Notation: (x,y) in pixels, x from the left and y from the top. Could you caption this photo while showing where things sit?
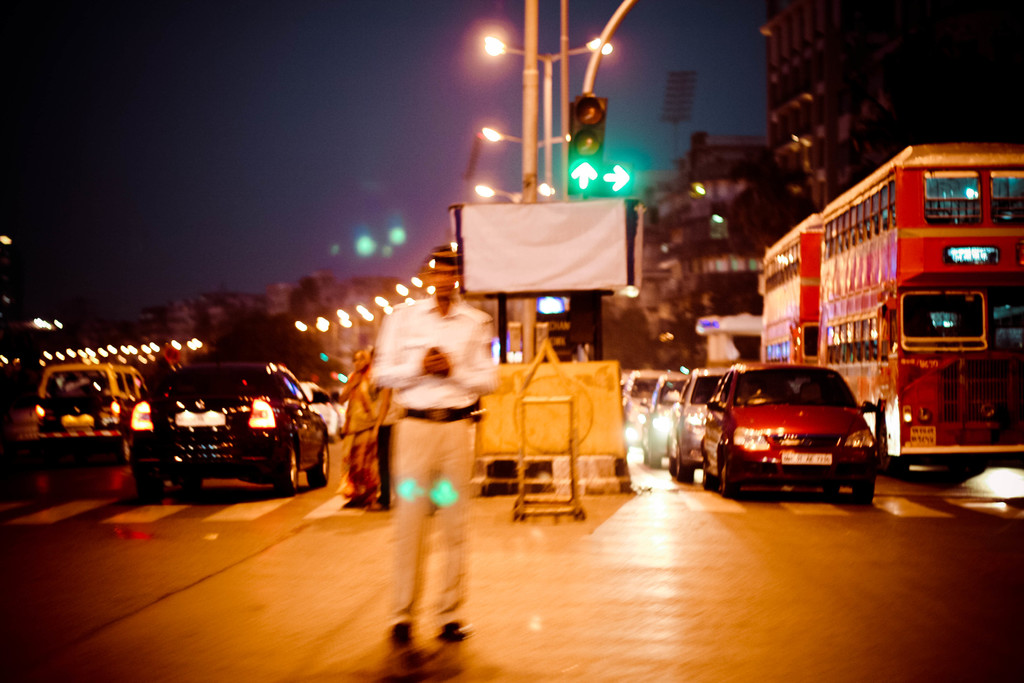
At the bottom of this image (461,510), there is a person (432,319) in a uniform (455,359), standing on a road (434,601). On the left side (246,451), there are vehicles (278,432) and persons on the road (100,543). On the right side (733,421), there are vehicles (825,426) on the road (348,629) and there are lights (481,192) attached to the poles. In the background (713,88), there are buildings (818,9) and there is sky (300,116).
